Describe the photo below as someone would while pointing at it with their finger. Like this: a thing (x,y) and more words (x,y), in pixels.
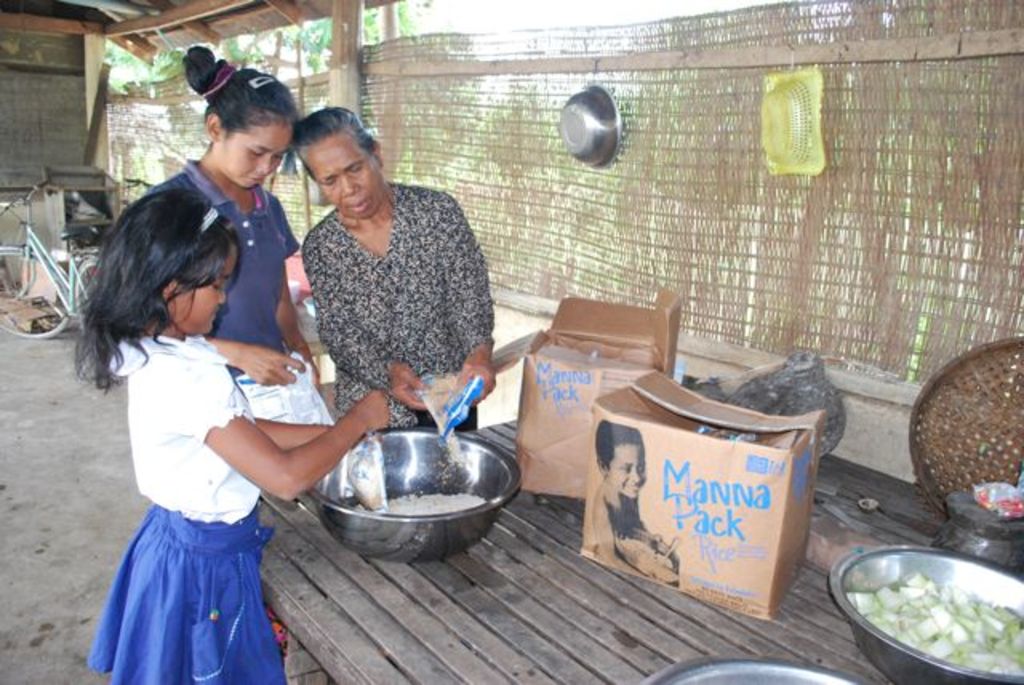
In the image we can see there are people (139,340) standing near the table (543,596) and there is a bowl (410,501) of rice (392,507) kept on the table (827,466). The people (473,377) are holding rice packets (428,397) in their hand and there are baskets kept on the wall (563,208). Behind there is a bicycle (58,276) kept on the ground (33,381).
